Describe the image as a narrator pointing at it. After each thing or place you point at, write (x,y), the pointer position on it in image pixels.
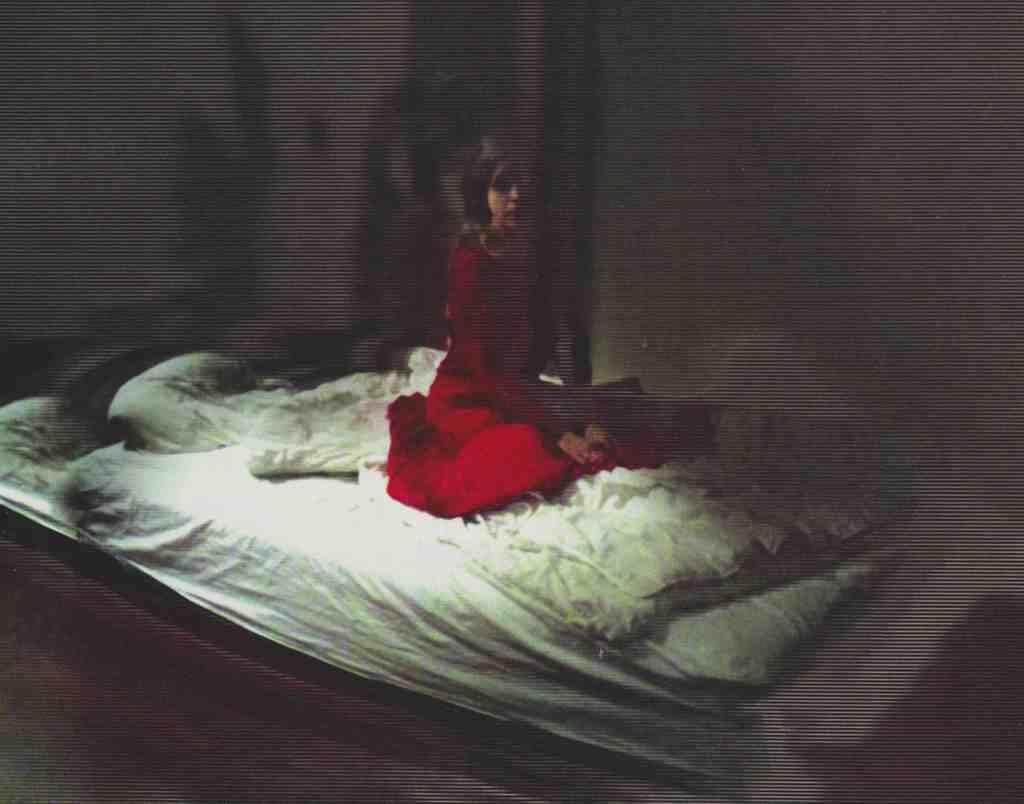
A woman (592,438) is sitting on the bed (533,680) she wear red color dress (532,465).
